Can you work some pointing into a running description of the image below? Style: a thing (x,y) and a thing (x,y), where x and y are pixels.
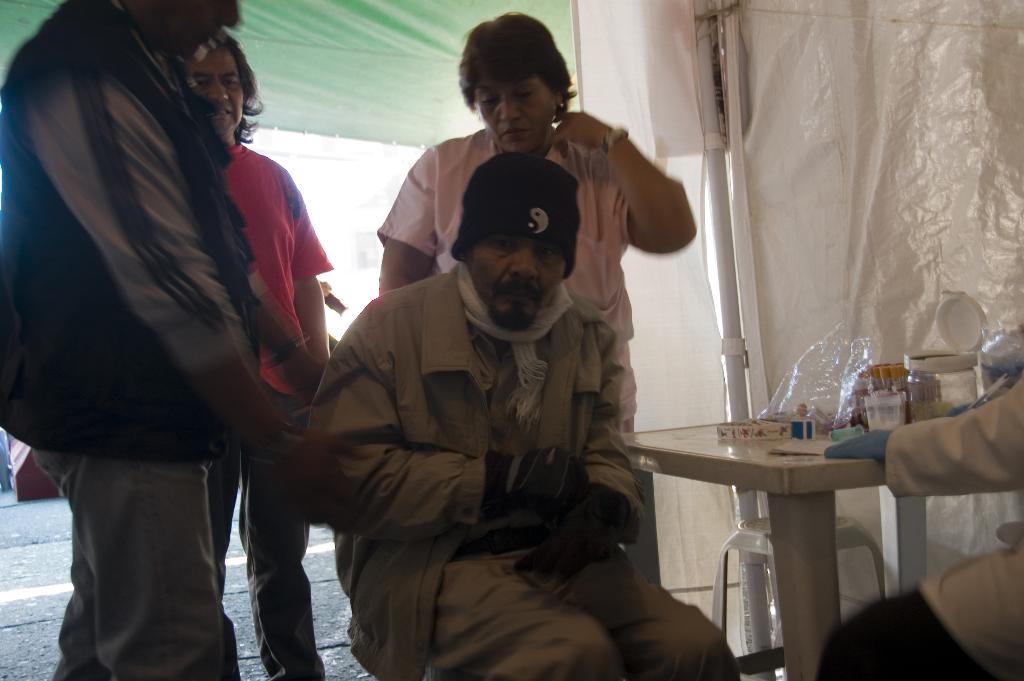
In this image, There is a table (794,504) in the right side (777,499) which is in white color and in the middle (438,433) there is a man (449,414) sitting and in the left side (211,645) there are some people (159,325) standing and in the background (358,63) there is a green color curtain (363,35).
